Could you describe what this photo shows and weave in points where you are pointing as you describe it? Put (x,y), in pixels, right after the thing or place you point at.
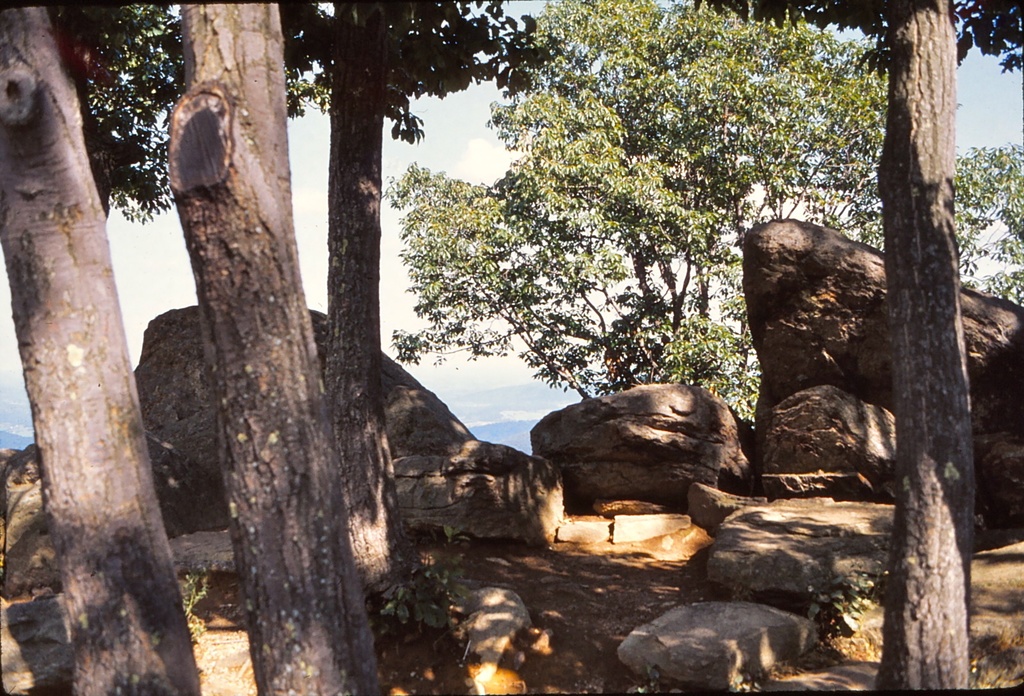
In this image in the foreground (77,511) there are trees (70,517), and in the background (459,517) there are some rocks (674,416), sand (450,688), plants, trees (482,317) and mountains (510,393) and there is sky (429,108) at the top (996,101).
